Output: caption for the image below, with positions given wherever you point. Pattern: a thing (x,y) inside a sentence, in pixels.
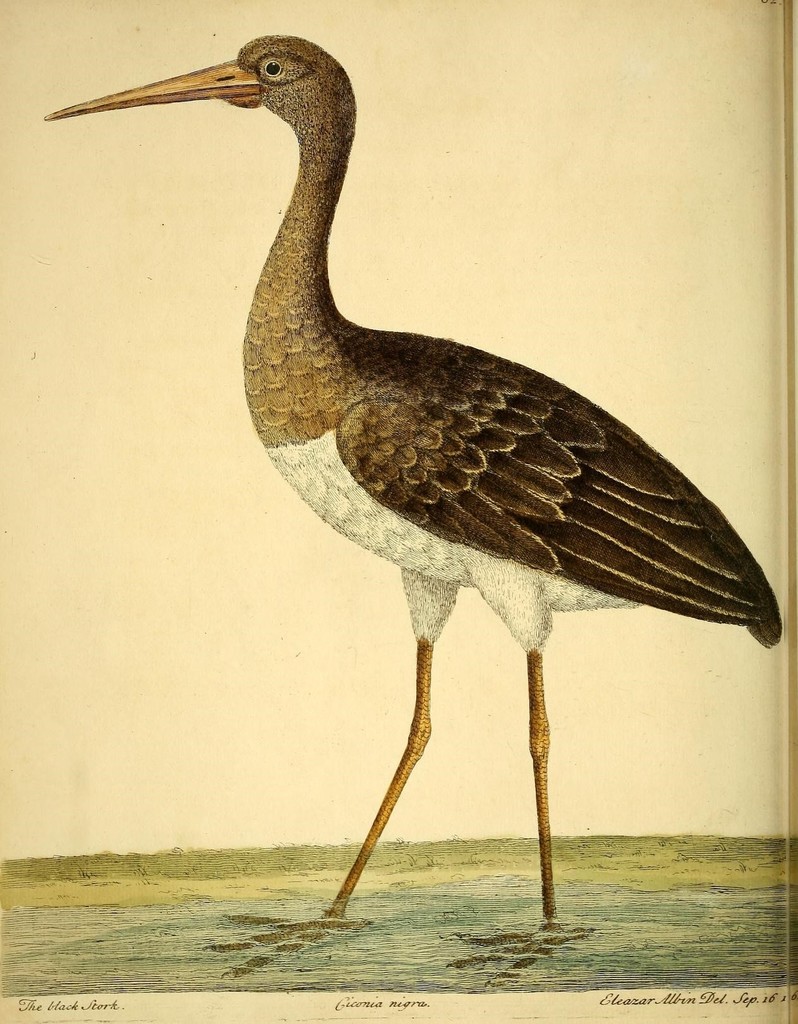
This image contains painting. A bird (334,499) is standing in water (308,969). Bottom of the image (670,1003) there is some text (611,996).
